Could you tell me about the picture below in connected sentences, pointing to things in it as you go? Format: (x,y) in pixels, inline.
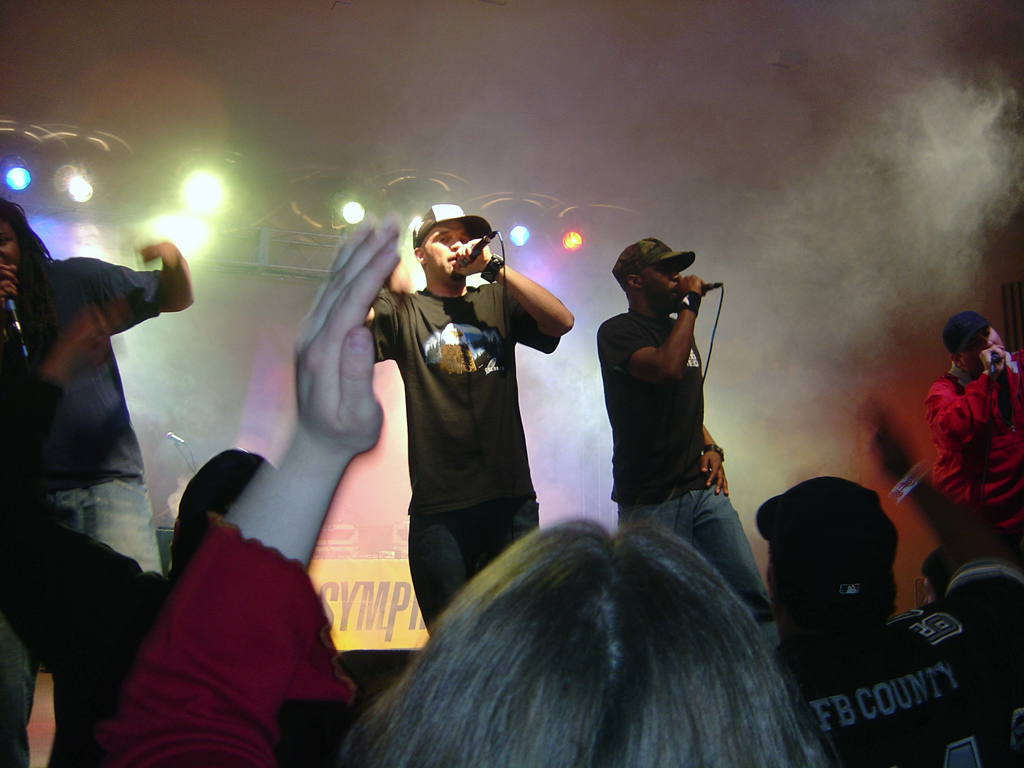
In the picture we can see two men (632,247) are standing on the stage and singing a song and are in T-shirts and caps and in front of them, we can see some people (472,643) are raising their hands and encouraging them and in the background (821,218) we can see focus lights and smoke (807,224).
